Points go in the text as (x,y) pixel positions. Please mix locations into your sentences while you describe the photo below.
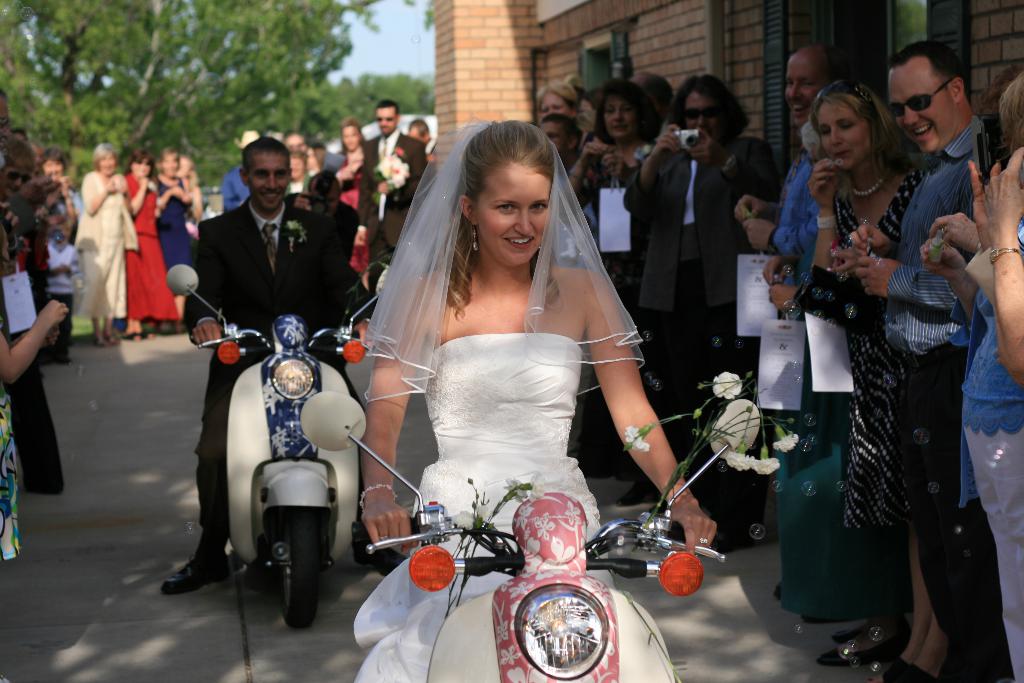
In this picture we can see woman (384,408) and men (263,237) riding scooter (295,404) and they are smiling and beside to them we can see a group of people (620,168) standing and looking at them and some are taking pictures of them and in background (116,70) we can see trees (345,51), sky (432,51), wall (460,68), building (514,28).
